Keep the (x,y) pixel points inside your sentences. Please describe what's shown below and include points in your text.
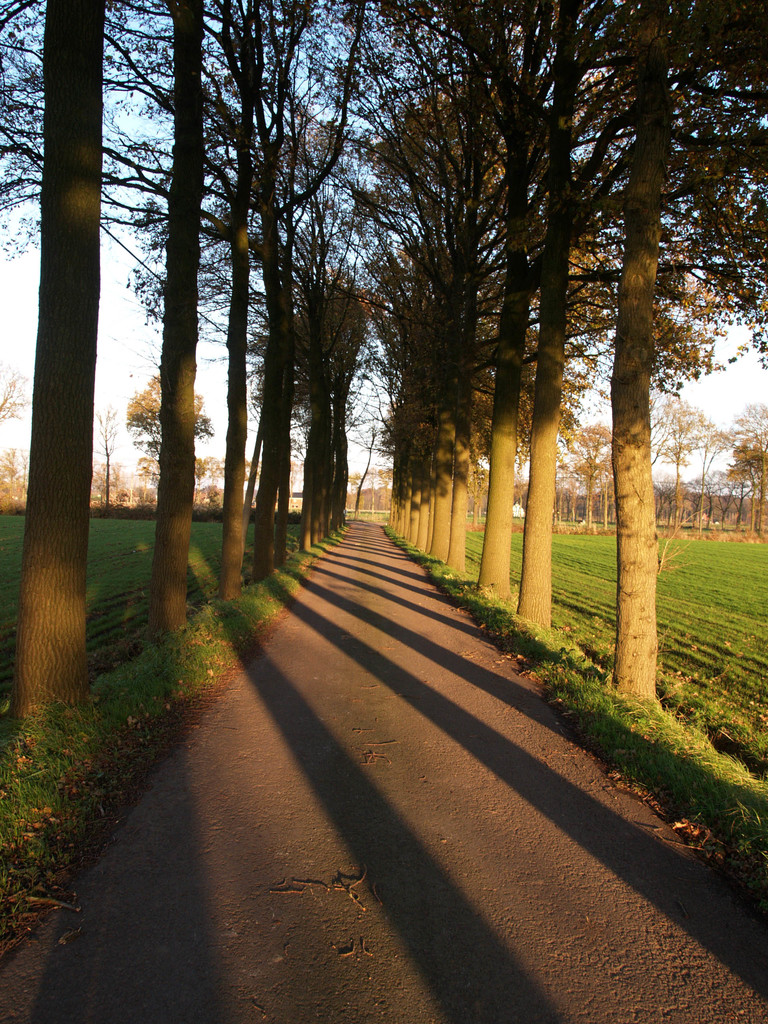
In this image there is a road (507,820), on either side of the road (522,858) there are trees (471,461) and fields (669,547).
